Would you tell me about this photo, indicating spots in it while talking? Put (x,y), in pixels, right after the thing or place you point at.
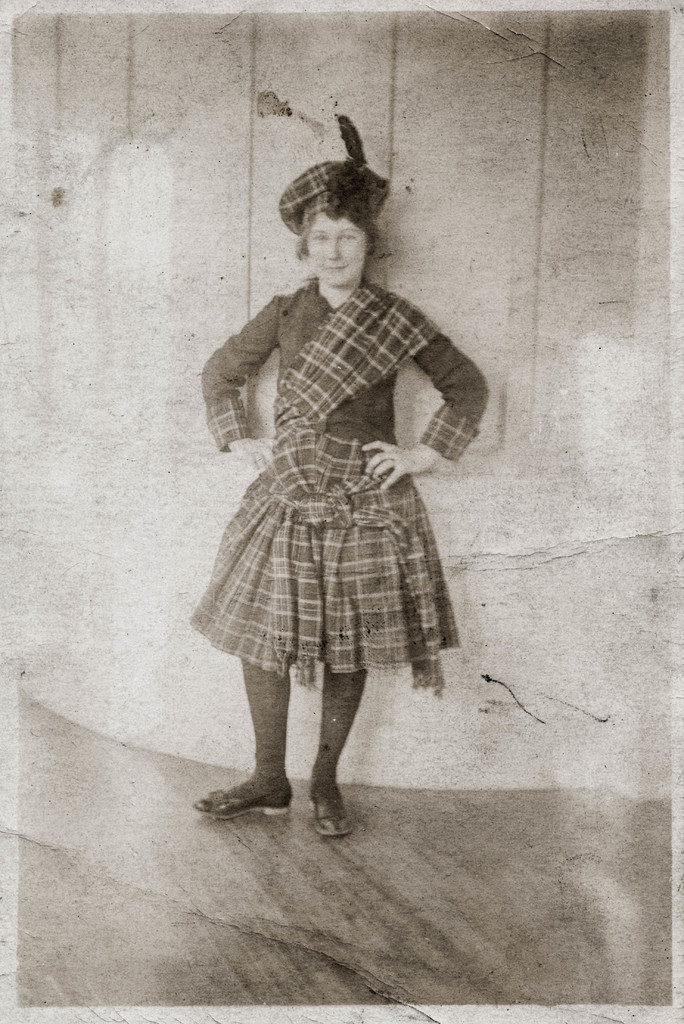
This image looks like an edited photo, in which I can see a woman (348,686) is standing on the floor (394,845) in front of a wall (190,160).
